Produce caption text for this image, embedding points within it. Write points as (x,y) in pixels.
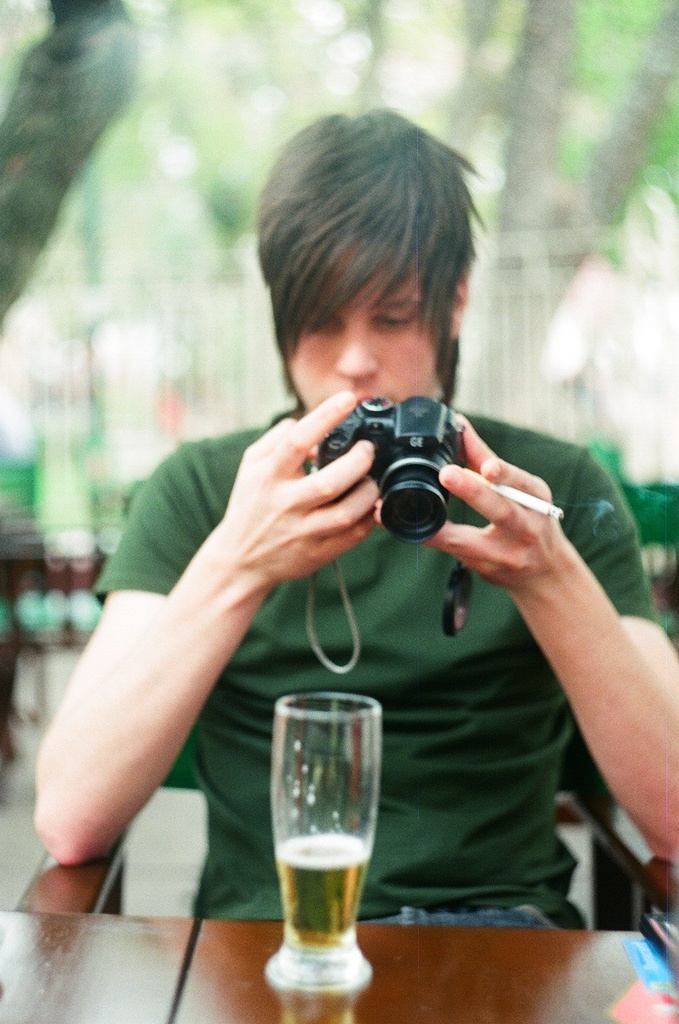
In this image we can see a man (452,702) holding a camera (405,440) and a cigarette (521,497). In front of him there is a table (436,958). On the table (254,957) there is a glass (276,864) with a drink (299,853). And he is sitting on a chair (597,865). In the background (521,265) it is blur.
